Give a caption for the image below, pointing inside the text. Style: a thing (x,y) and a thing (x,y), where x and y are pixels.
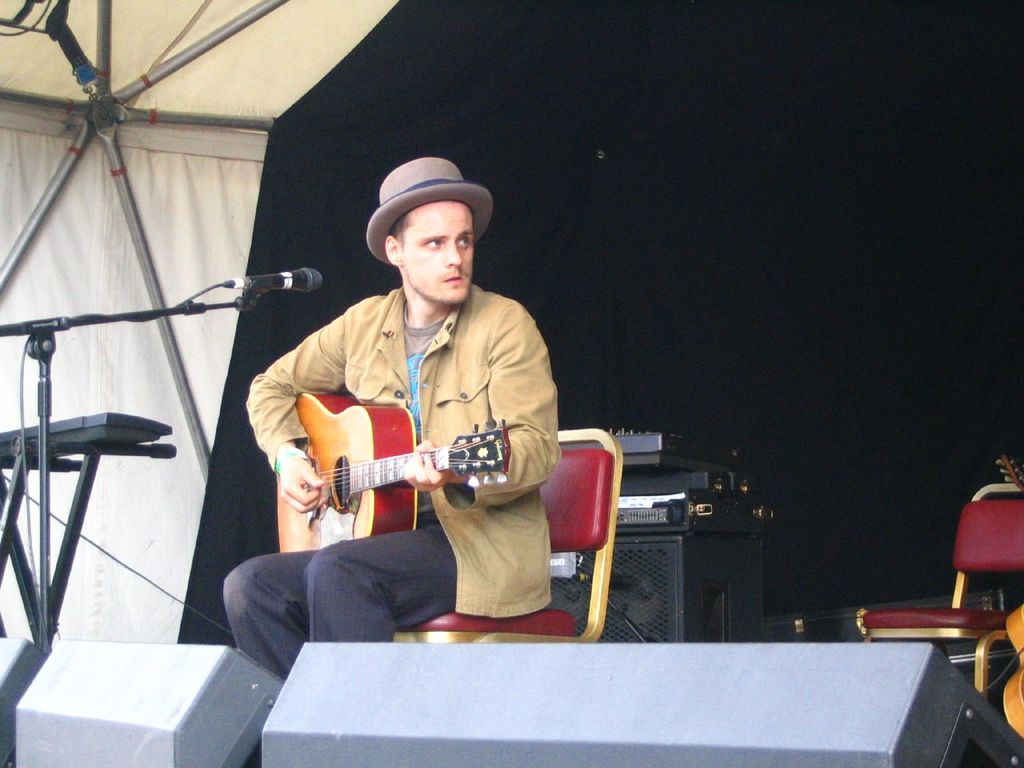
This image is clicked in a musical concert. There is a person (278,641) sitting who is holding a guitar (351,472), there is mic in front of him. There are some musical instruments (1022,635) in this image. There is a chair (986,612) on the right side (974,638). There is tent (182,122) on the top (161,138).
